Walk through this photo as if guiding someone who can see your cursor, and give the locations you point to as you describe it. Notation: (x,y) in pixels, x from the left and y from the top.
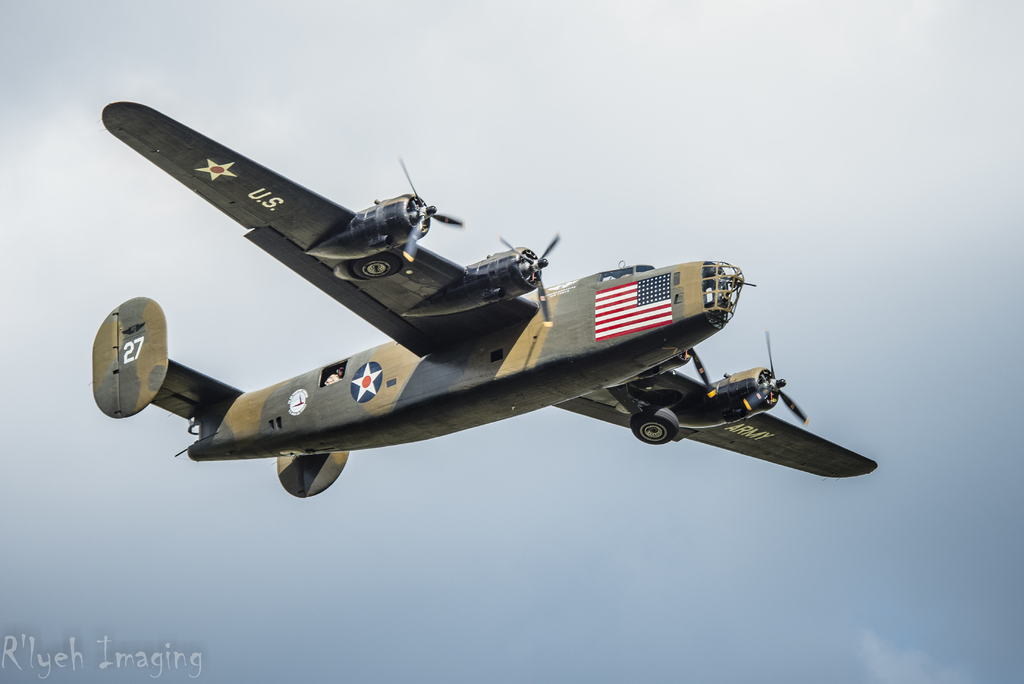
The picture consists of an aircraft (682,431). In the background (155,267) it is sky (147,220).
